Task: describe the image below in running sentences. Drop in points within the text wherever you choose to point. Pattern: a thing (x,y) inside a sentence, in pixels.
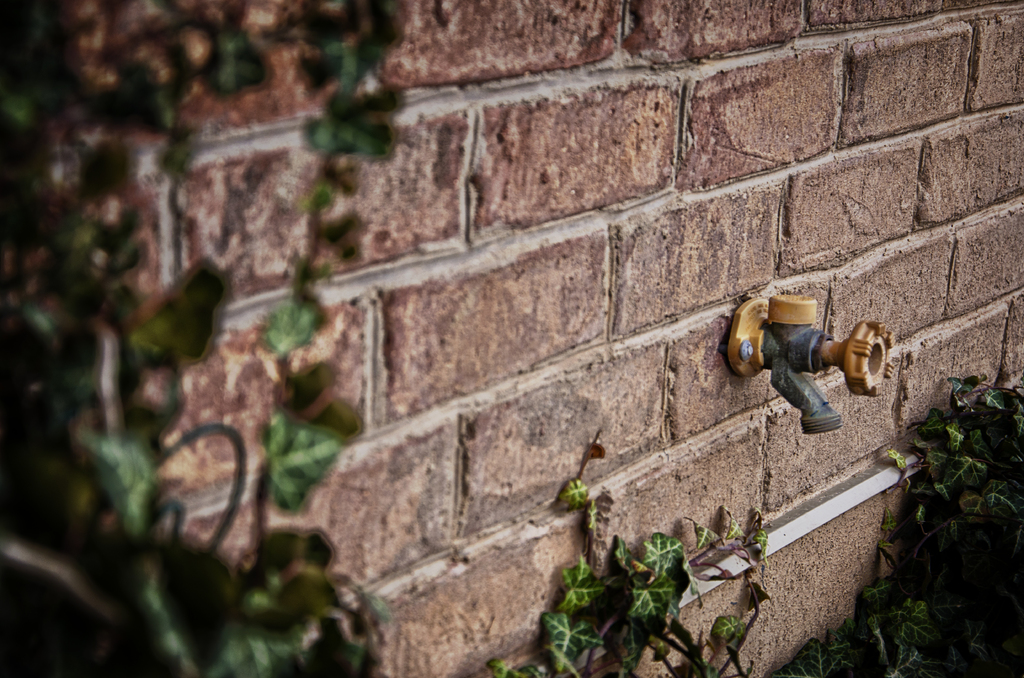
In this image in the front (225,301) there are leaves (1006,530) and in the center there is a tap (785,354) on the wall (716,328).
